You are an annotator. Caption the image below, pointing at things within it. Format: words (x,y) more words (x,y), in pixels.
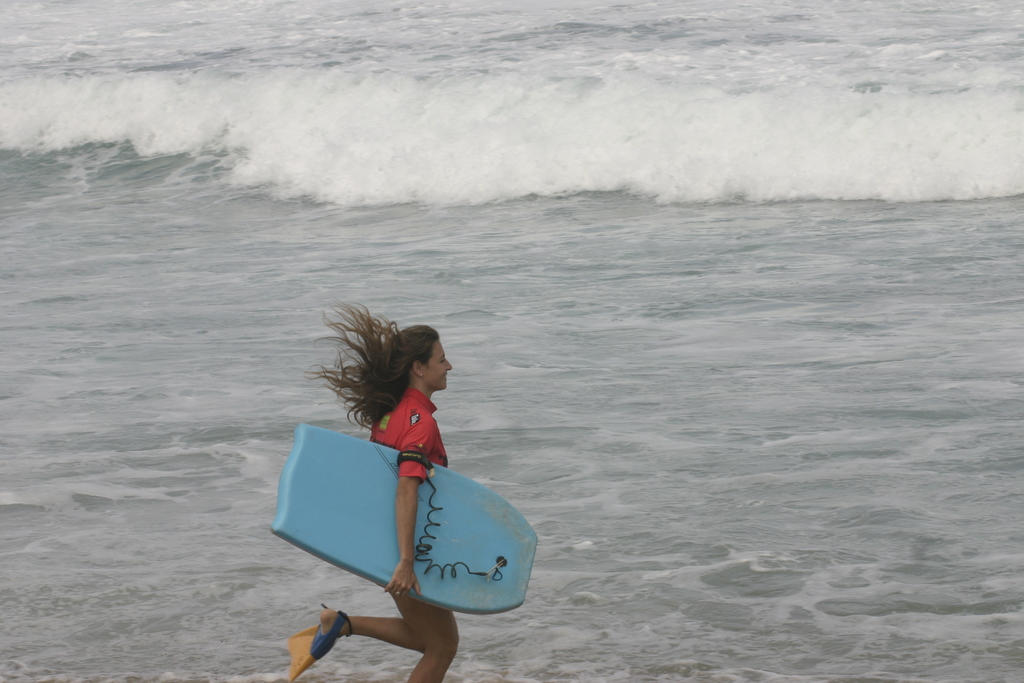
In this picture we can see a woman (440,347) who is holding a surfing board (446,552) with her hand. And this is sea (589,294).
